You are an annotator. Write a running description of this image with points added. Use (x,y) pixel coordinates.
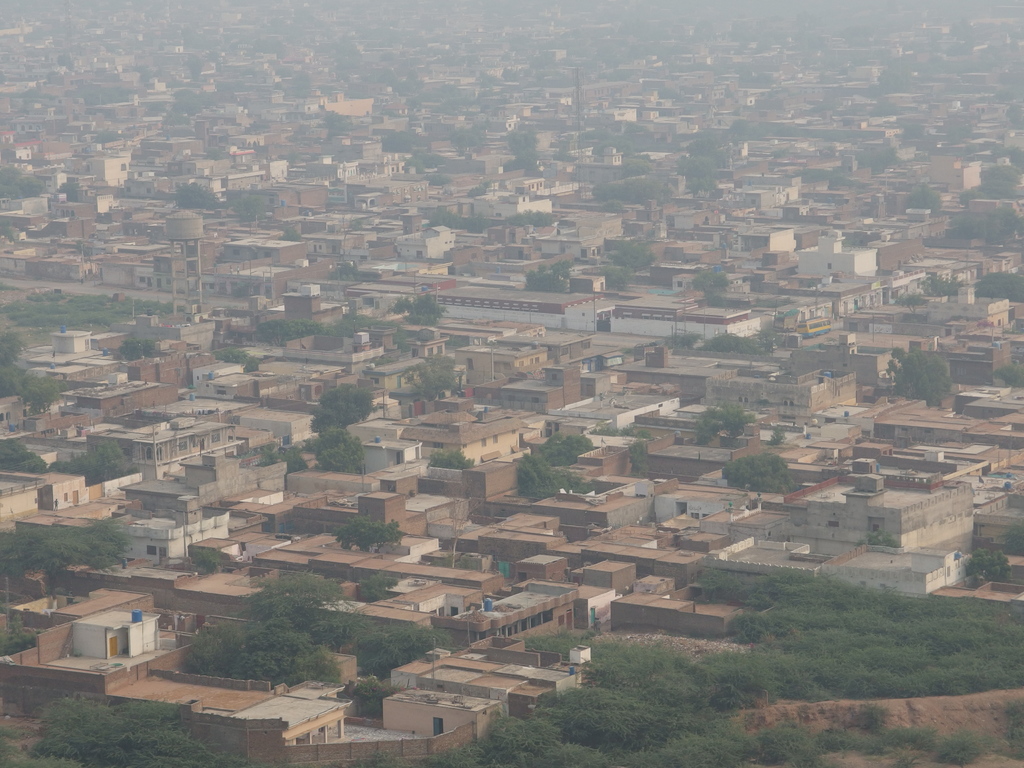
In the image we can see the houses (332,492) and trees (814,661).
